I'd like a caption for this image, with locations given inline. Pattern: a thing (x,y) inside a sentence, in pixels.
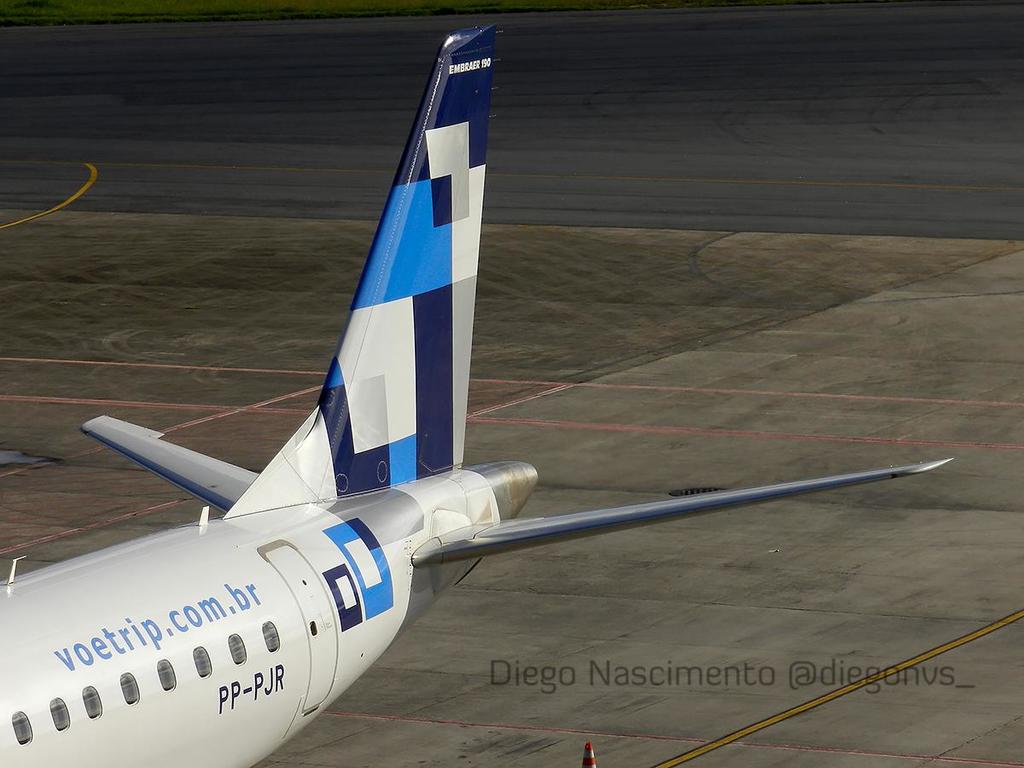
In this image I can see backside part (276,498) of an airplane (617,523) and on it I can see something is written. In the background (647,368) I can see a road (618,447) and on the bottom side of this image (756,665) I can see a red colour thing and a watermark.
